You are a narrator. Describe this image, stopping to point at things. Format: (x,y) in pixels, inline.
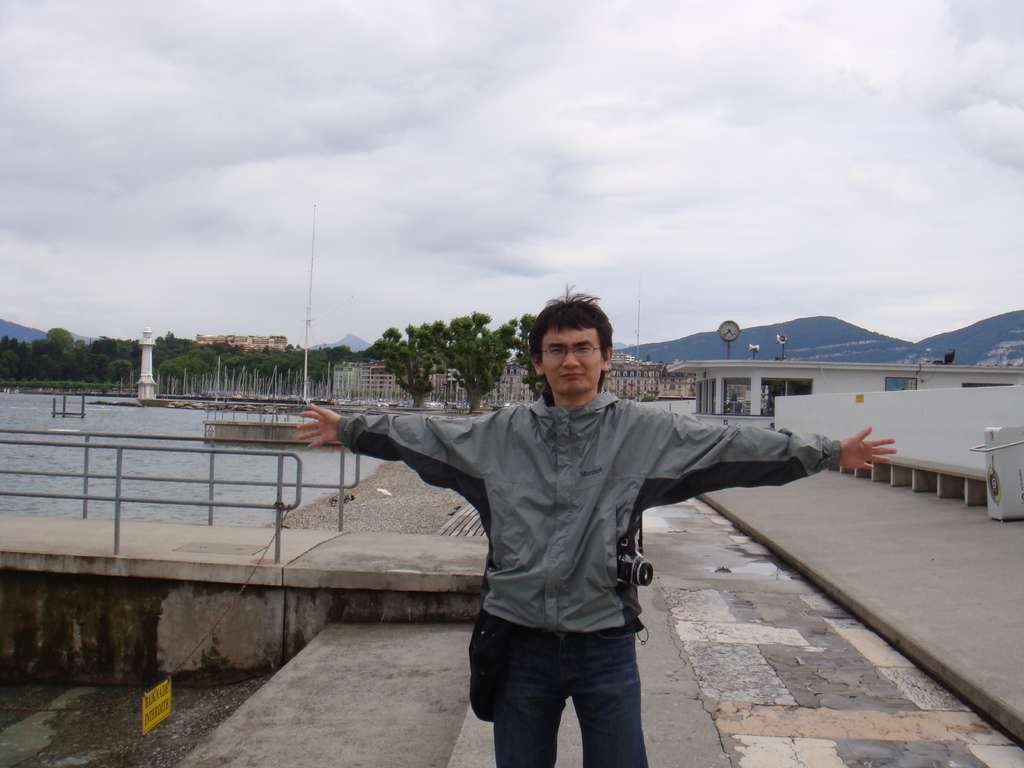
In this image there is a person (562,615) standing, on a path (821,697) on the right side (948,420) there is a wall (927,417), building (771,386), on the left side (68,492) there is a path (66,541), railing (212,463) and a river (167,414), in the background (238,357) there are trees (104,376), buildings (509,382), mountains (1003,338) and the sky (296,229).
